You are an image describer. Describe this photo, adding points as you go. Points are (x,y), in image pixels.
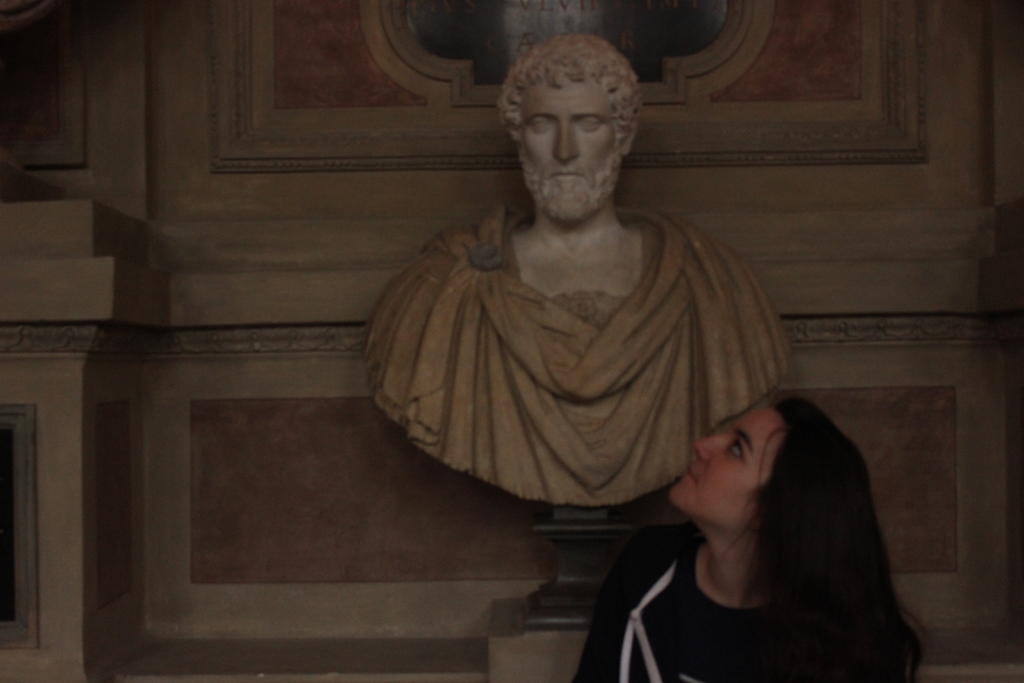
In the picture we can see a woman (864,665) standing near the wall (229,280) and looking upwards and she is with black T-shirt (748,682) and behind her we can see a sculpture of a man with a stand (549,601) and behind it we can see a wall (377,189) with designs (256,329) to it.
